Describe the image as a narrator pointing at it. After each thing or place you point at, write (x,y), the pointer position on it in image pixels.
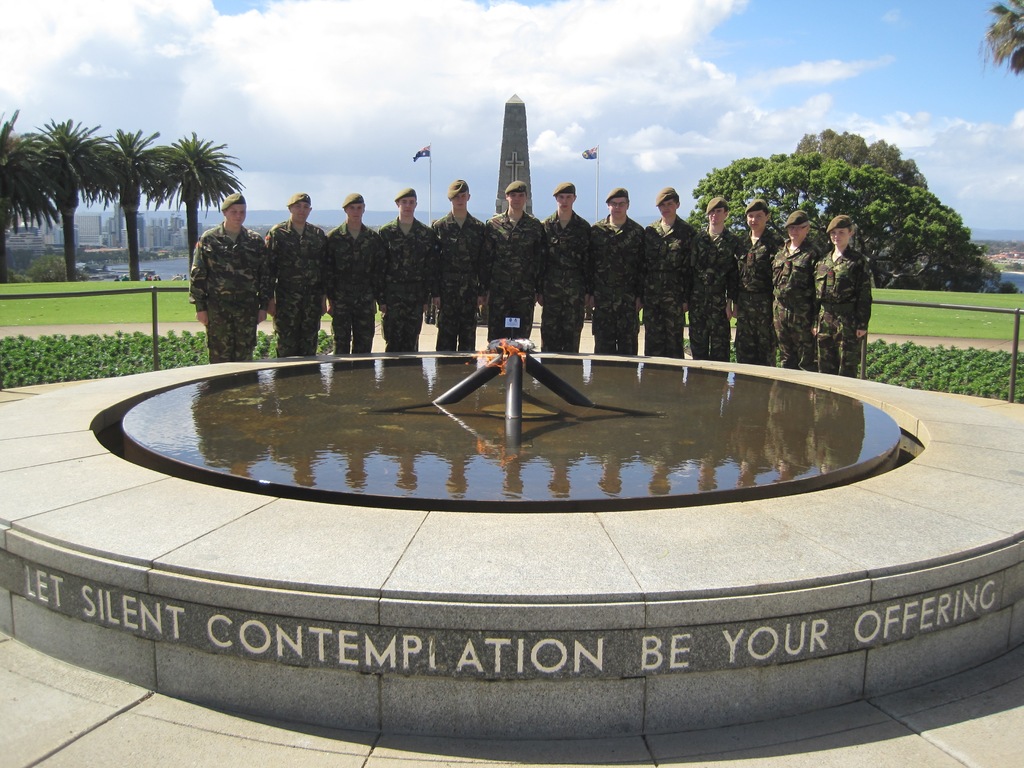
In this image we can see a group of people (561,273) are standing near the fountain (558,426). There is a reflection (411,439) of a group of people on the water surface (475,431). There is a grassy land (959,323) in the image. There are many plants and trees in the image. There is a memorial pillar (508,169) of the center in the image. There is a fencing (93,292) in the image. There is a blue and a slightly cloudy sky (615,67) in the image. There is a lake (169,266) in the image. There are many buildings (139,229) at the left side of the image (183,221).
